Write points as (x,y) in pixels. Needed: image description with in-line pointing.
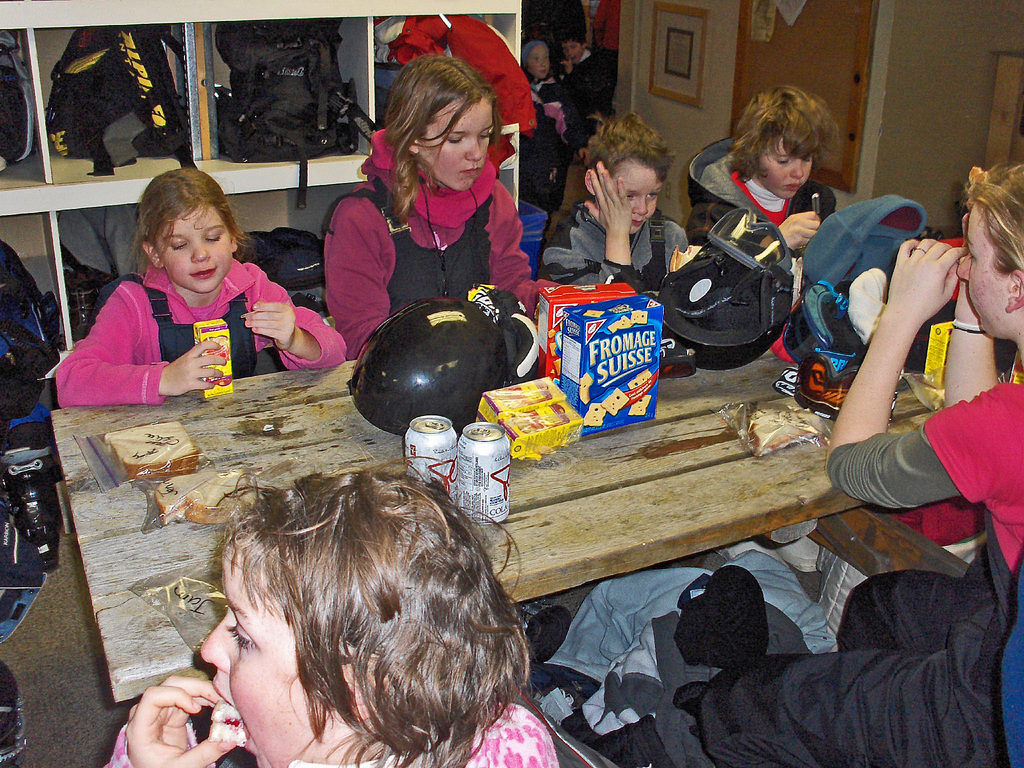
In this image I can see a group of children (1019,336) are sitting on the chairs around the dining table (588,542) and having the food (509,430), at the top (319,253) there are bags (283,150) in the rack (516,177). In the middle (527,441) there are food items (604,364) on this table (547,510).
